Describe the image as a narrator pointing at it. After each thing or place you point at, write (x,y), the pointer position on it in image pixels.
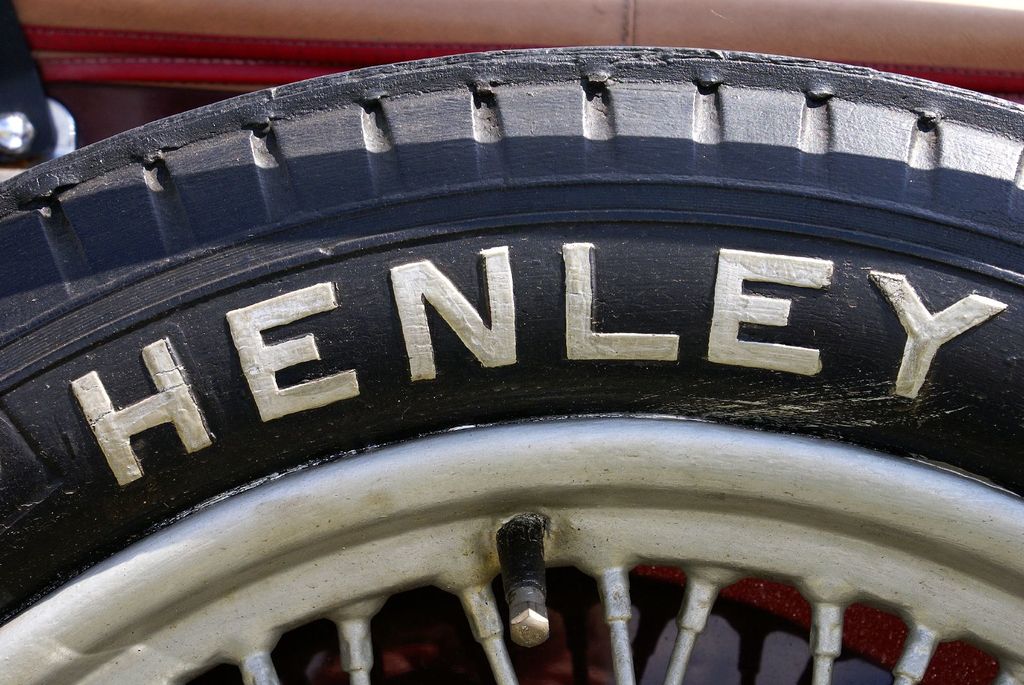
In the image we can see a vehicle tyre (369,212).
